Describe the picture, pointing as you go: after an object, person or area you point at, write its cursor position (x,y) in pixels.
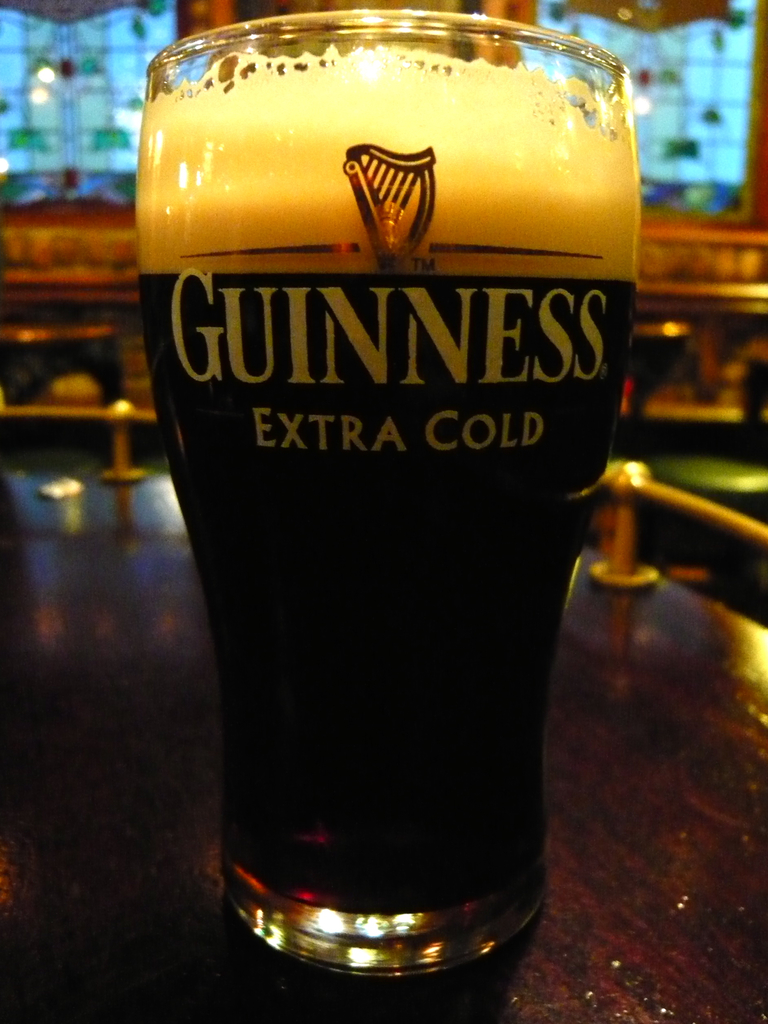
There is a glass (399,492) with some liquid (380,452) inside. On the glass (378,316) something is written and it is on a table (558,944). In the background (649,355) it is blurred.
